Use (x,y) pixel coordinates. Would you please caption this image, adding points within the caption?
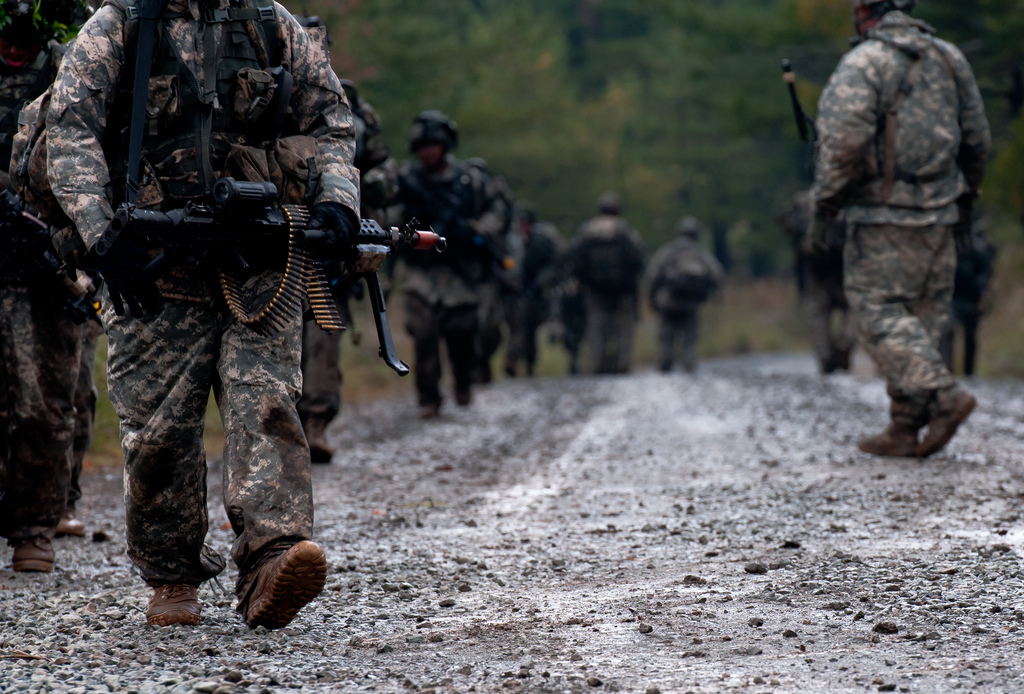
In this image I can see a path (713,443) in the centre (578,408) and on it I can see number of people (935,113). I can see all of them are wearing uniforms (493,282), shoes (968,410) and few of them are holding guns (300,228). In the background (376,358) I can see grass ground (756,349), number of trees (568,85) and I can also see this image is little bit blurry.
